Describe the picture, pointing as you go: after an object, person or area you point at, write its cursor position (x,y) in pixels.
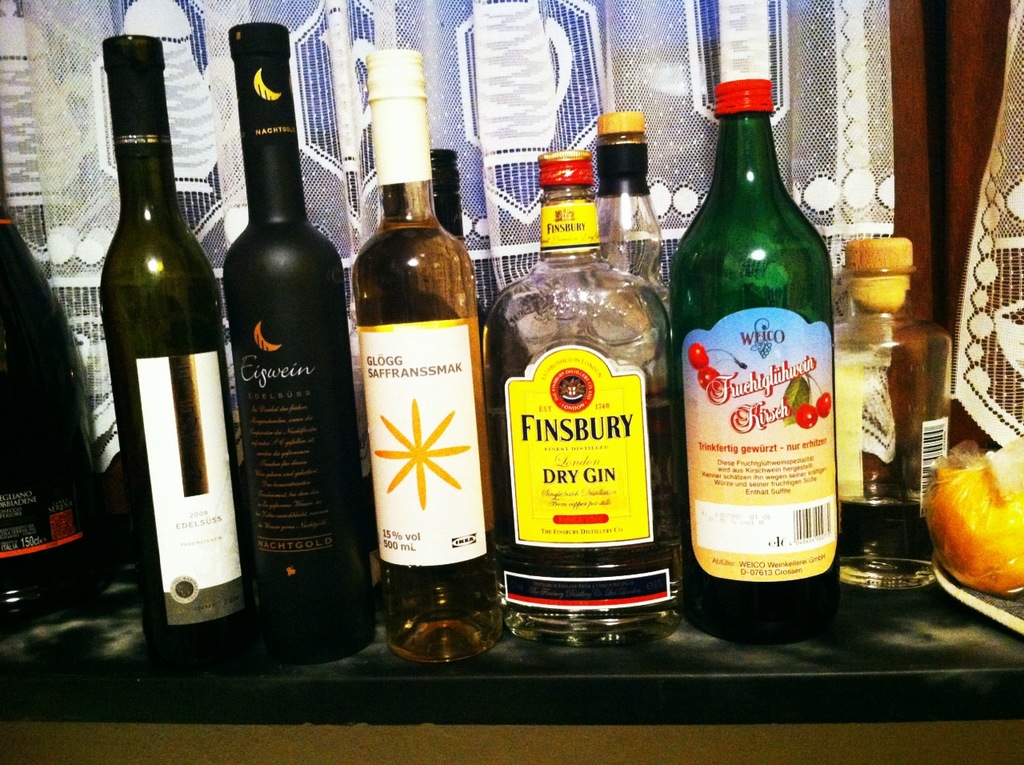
In the middle of the image (396,509) there are some bottles (576,212). Bottom of the image (998,691) there is a table (973,619). Bottom right of the image (1005,546) there is something on yellow color.
